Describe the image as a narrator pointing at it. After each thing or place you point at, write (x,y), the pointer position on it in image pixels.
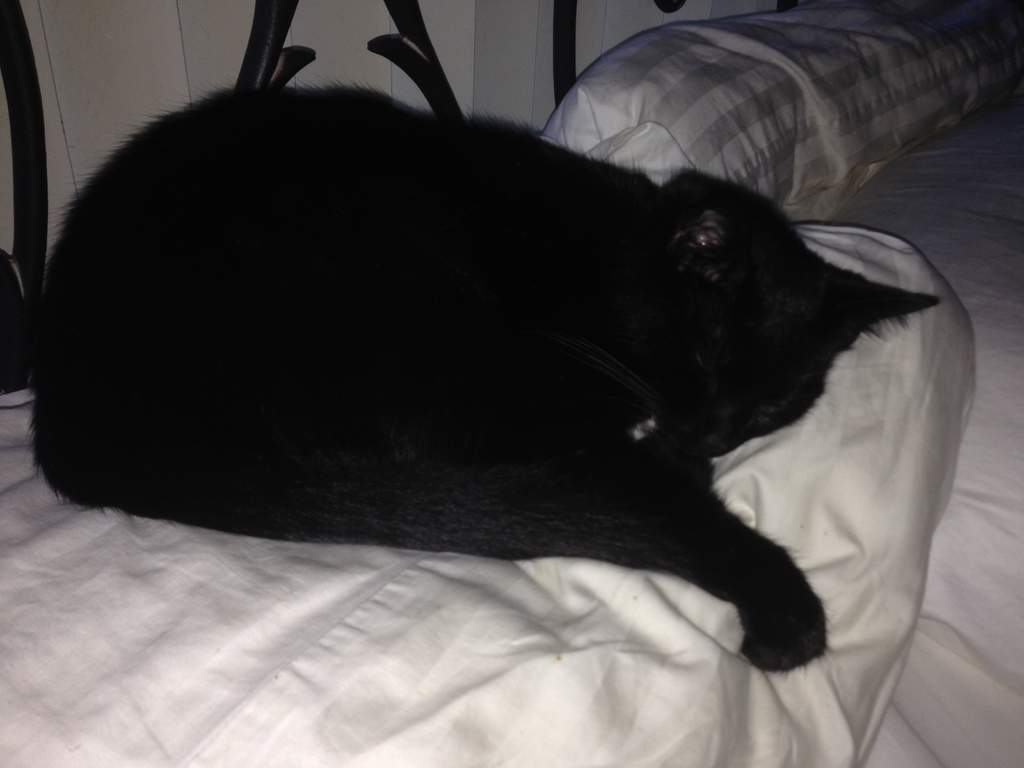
In this image, black cat (536,404) is sleeping on the pillow (593,610). We can see here bed (909,162) and here there is a black color grill (430,48). And back side, we can see wall (127,64).
